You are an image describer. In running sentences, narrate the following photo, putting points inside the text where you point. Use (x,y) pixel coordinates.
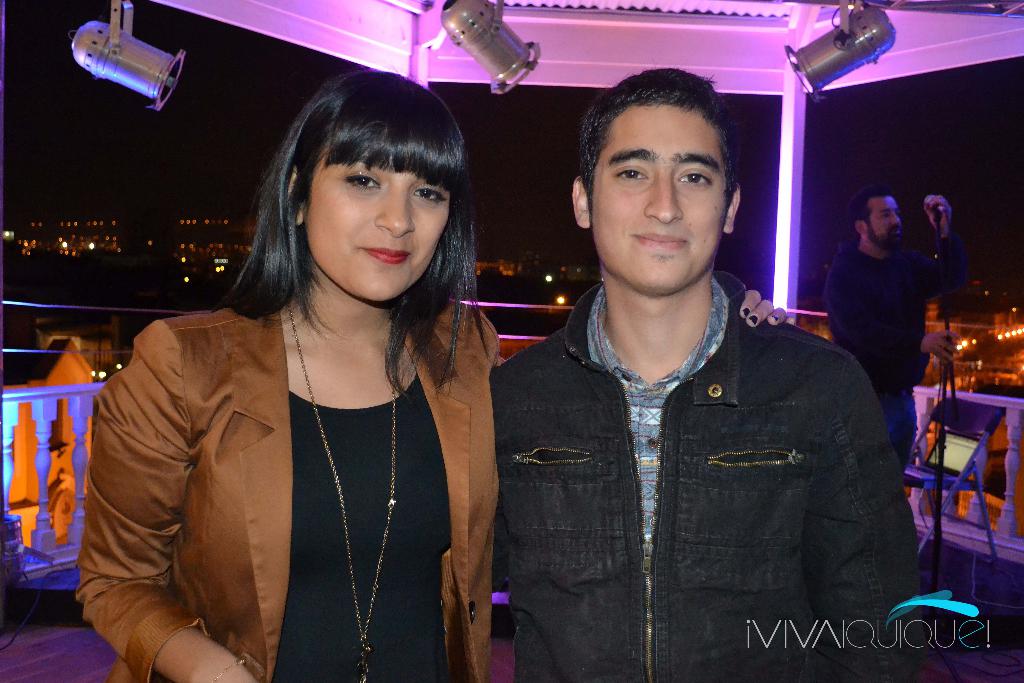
The picture is taken from some website and in the front (516,478) there is a man (586,499) and a woman (289,494) are standing and posing for the photograph. Behind this people (643,482) there is another man (885,302) standing by holding a mic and behind these people (928,276), to the roof (439,57) they are beautiful lights (810,51) are hanged down and there is a white fencing (40,405) around the ground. The picture is captured in the night so the background (49,242) is dark.
